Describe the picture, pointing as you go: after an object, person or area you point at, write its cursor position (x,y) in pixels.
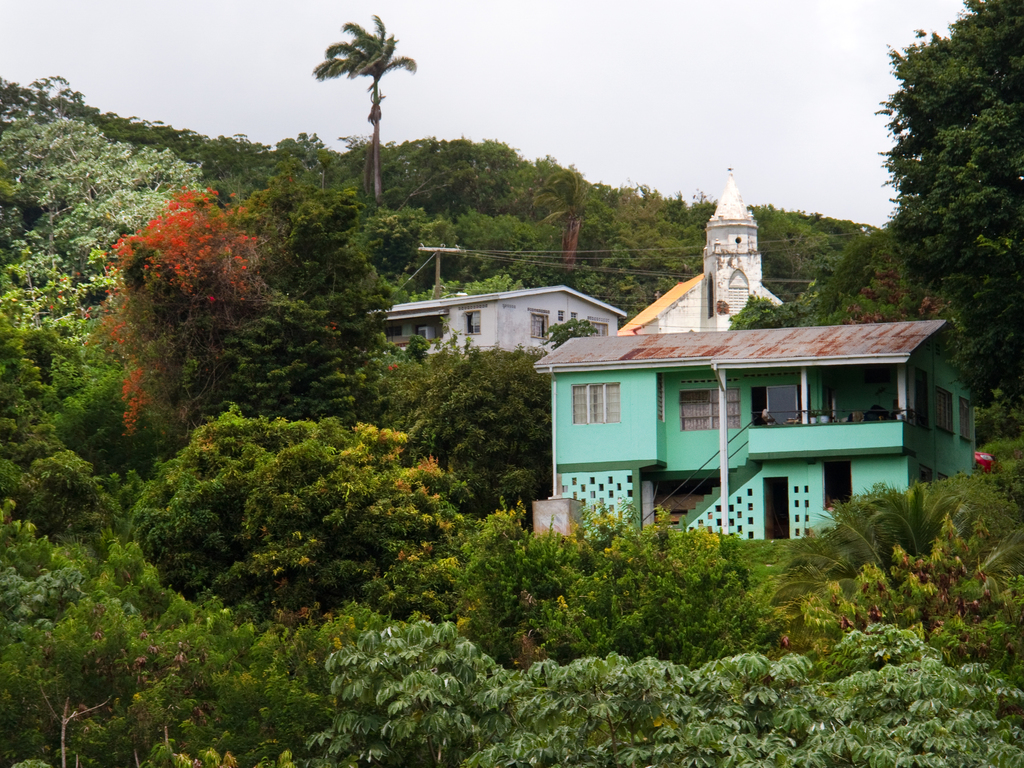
In this image we can see there are a few buildings (663,338) and this buildings (652,474) are surrounded by huge trees (933,300). In the background (498,127) there is a sky (789,171).
